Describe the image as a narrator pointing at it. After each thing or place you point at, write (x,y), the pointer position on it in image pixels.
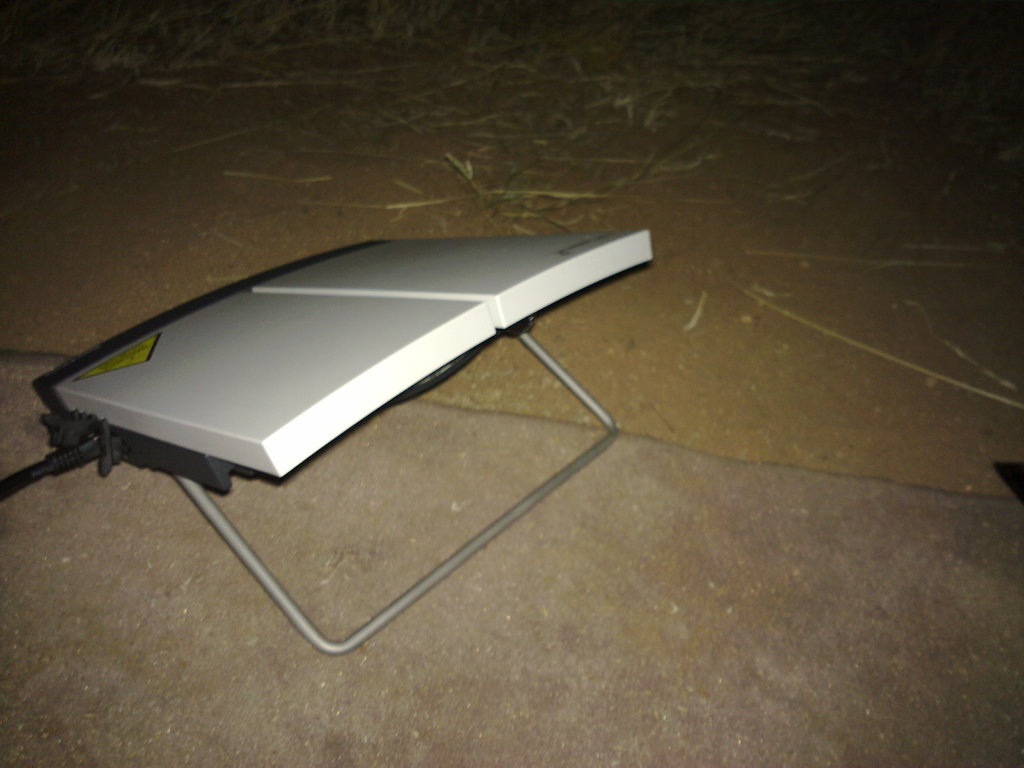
In the image there is a plastic stand (280,376) with metal base (569,388) on the land (460,502), in the back (587,182) there is dry straw (69,27) on the sand floor (736,226).
